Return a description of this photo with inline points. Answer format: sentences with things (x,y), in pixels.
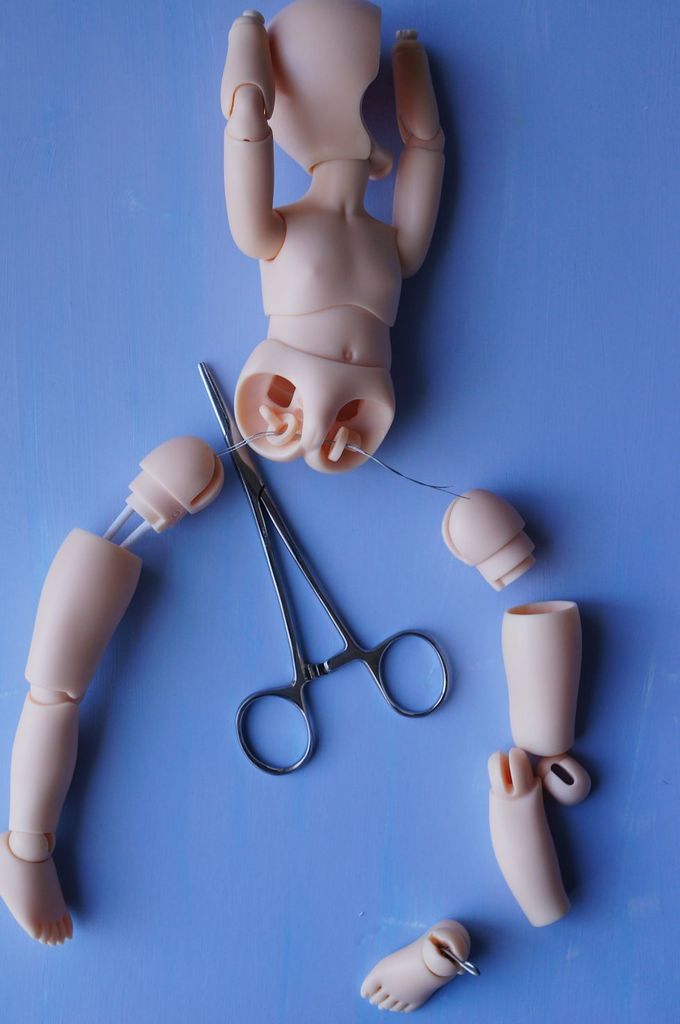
In this picture, we see the parts of the toy (382,399) and the scissors (379,655). In the background (552,541), it is blue in color.
